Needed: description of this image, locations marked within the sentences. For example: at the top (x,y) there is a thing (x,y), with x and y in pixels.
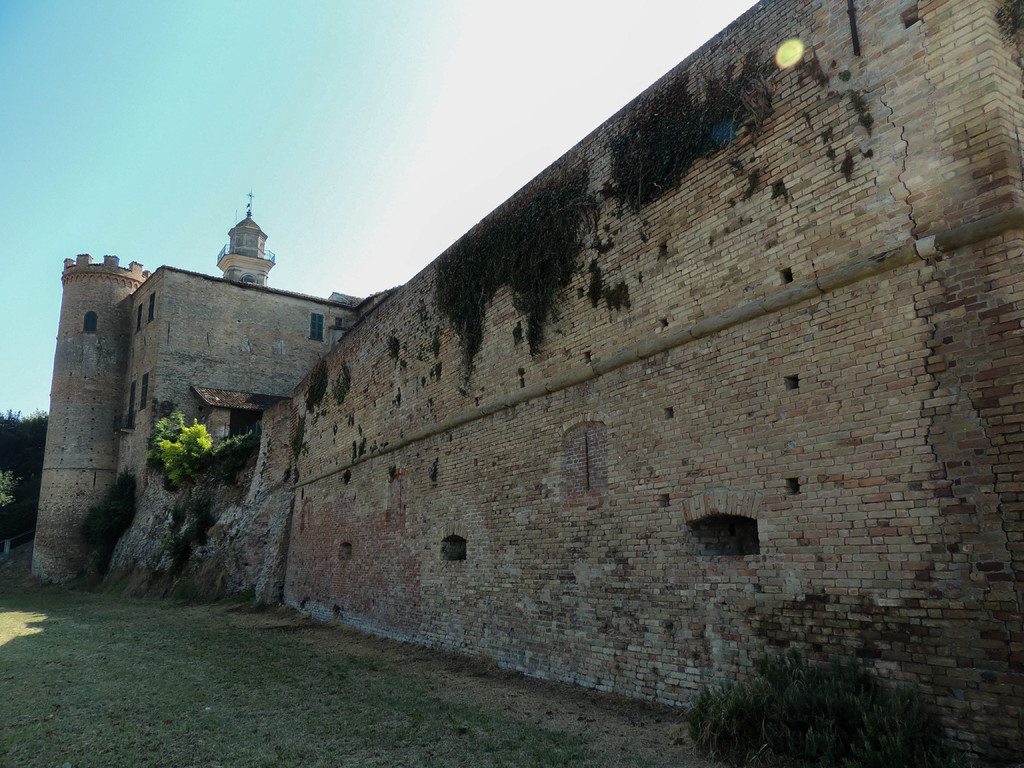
In this picture there is a wall (934,437) in the center of the image (418,333) and there is a building (284,370) on the left side of the image (206,320), there is grassland (199,703) in the bottom left side of the image (165,705).
